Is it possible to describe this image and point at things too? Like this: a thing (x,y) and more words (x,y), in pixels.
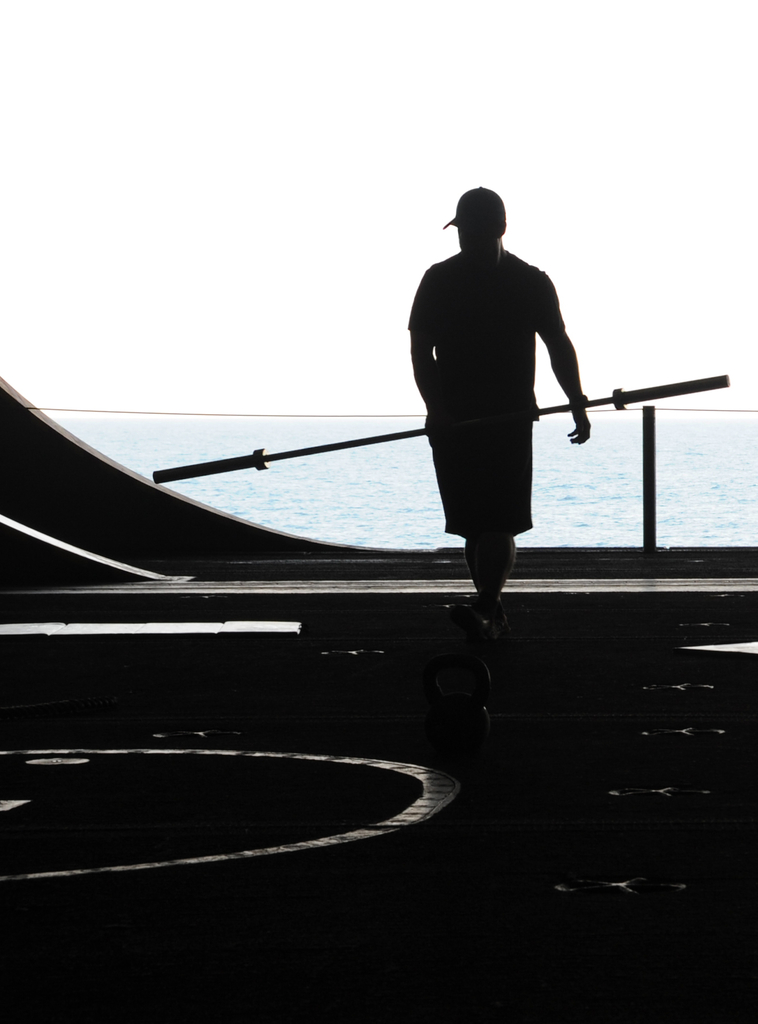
In this picture there is a man (470,330) who is holding a rod (662,393). In the background (544,478) we can see the ocean (732,503). At the top (231,146) there is a sky (223,153).
